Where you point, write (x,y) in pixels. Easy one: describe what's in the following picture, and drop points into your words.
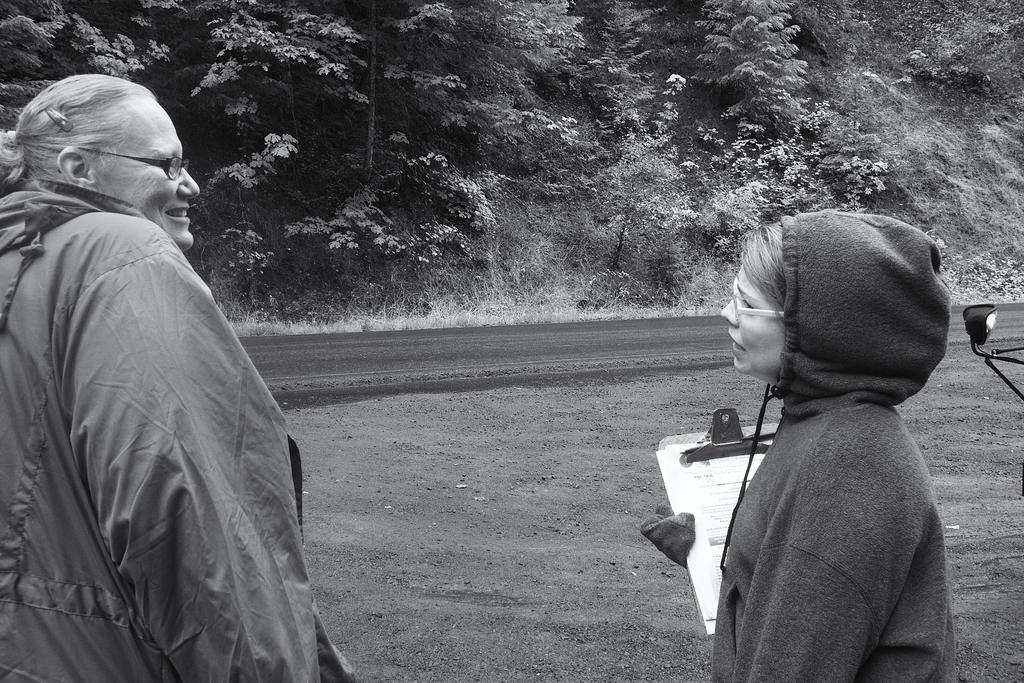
In this image we can see two persons (808,480) standing, among them one person (803,450) holding an object (763,437), there are some trees (646,203), plants (620,223) and grass (412,304).
